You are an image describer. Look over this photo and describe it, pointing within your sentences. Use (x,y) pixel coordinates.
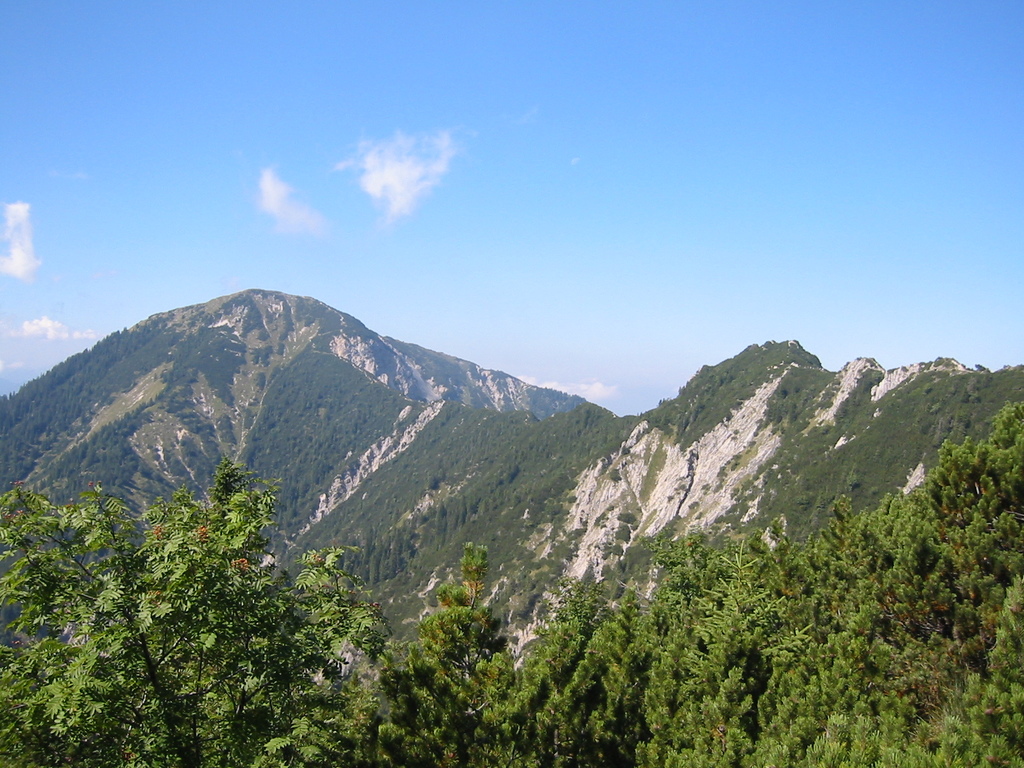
In this picture, we can see mountains (369,472), grass (829,480), trees (540,491) and plants (141,572), we can see the sky (369,273) with clouds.
